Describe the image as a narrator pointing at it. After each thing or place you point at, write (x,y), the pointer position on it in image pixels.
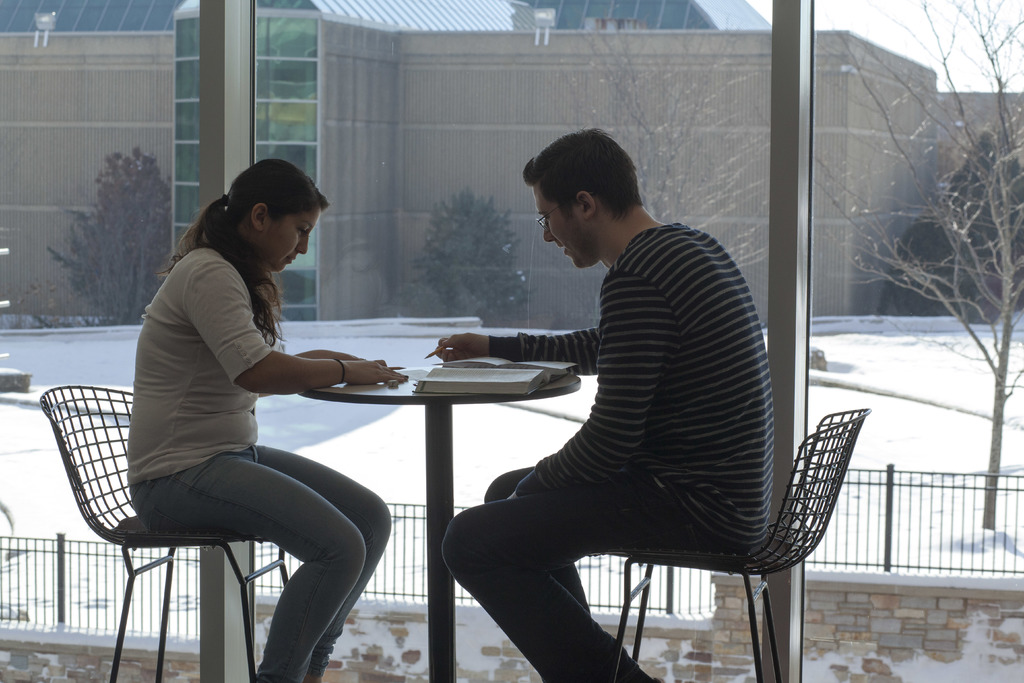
In this picture we can see two people (643,425) are seated on the chair (754,562), in front of them we can find books (449,391) on the table (412,384), and the man (508,352) is reading, in the background (334,104) we can see couple of buildings (645,74), and trees (931,195).
